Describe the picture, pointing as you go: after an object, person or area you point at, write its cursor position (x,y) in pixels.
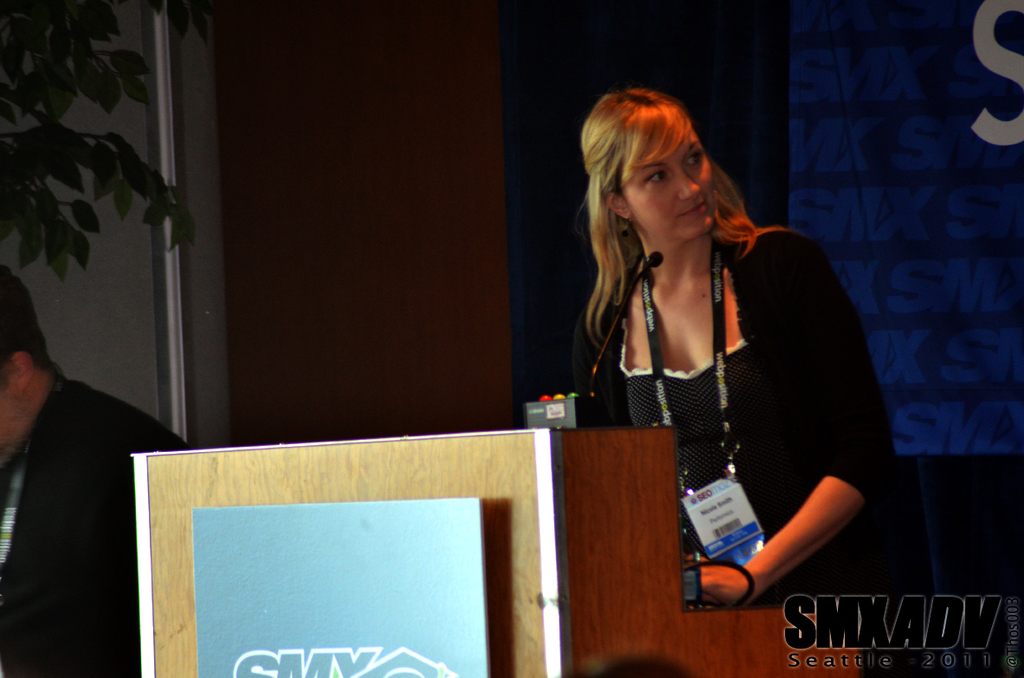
In this picture I can see there is a woman (771,369) standing, there is a podium (590,651) in front of her and there is a microphone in front of her. She is wearing an ID card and is looking at the right side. There is a man (58,549) standing at left (72,546) and there is a plant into left and there is a screen (996,173) in the backdrop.
